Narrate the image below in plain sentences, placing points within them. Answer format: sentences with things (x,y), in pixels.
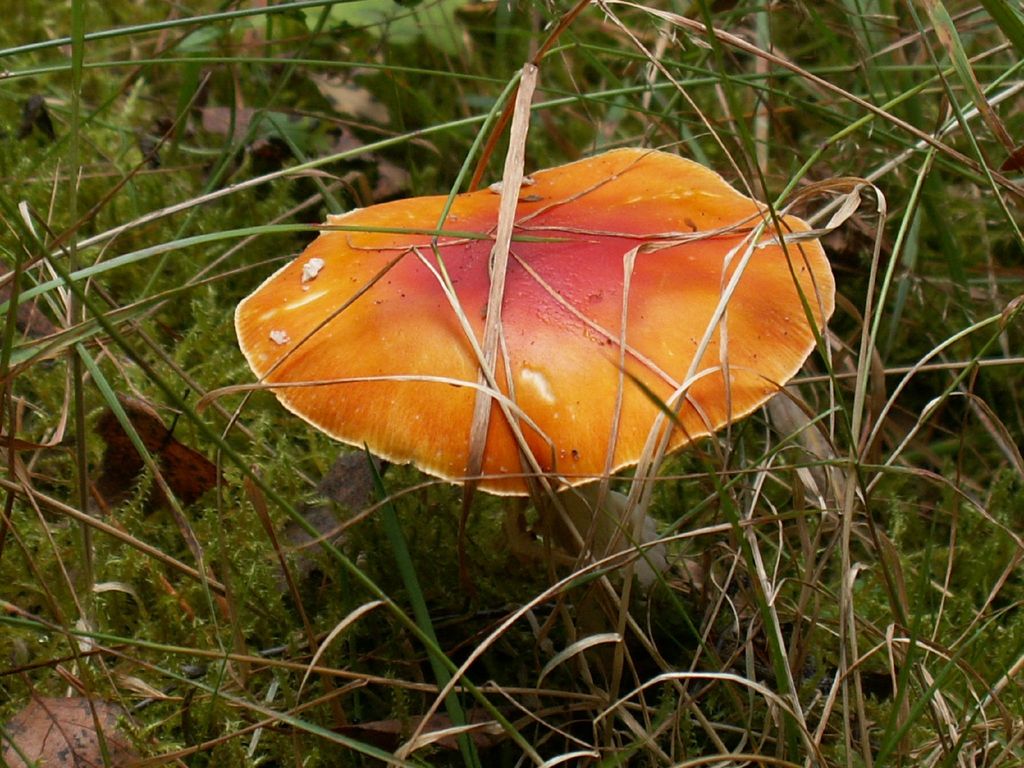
In the middle (482,278) mushroom (567,405) which is in orange color and this is the green color grass (875,97).
